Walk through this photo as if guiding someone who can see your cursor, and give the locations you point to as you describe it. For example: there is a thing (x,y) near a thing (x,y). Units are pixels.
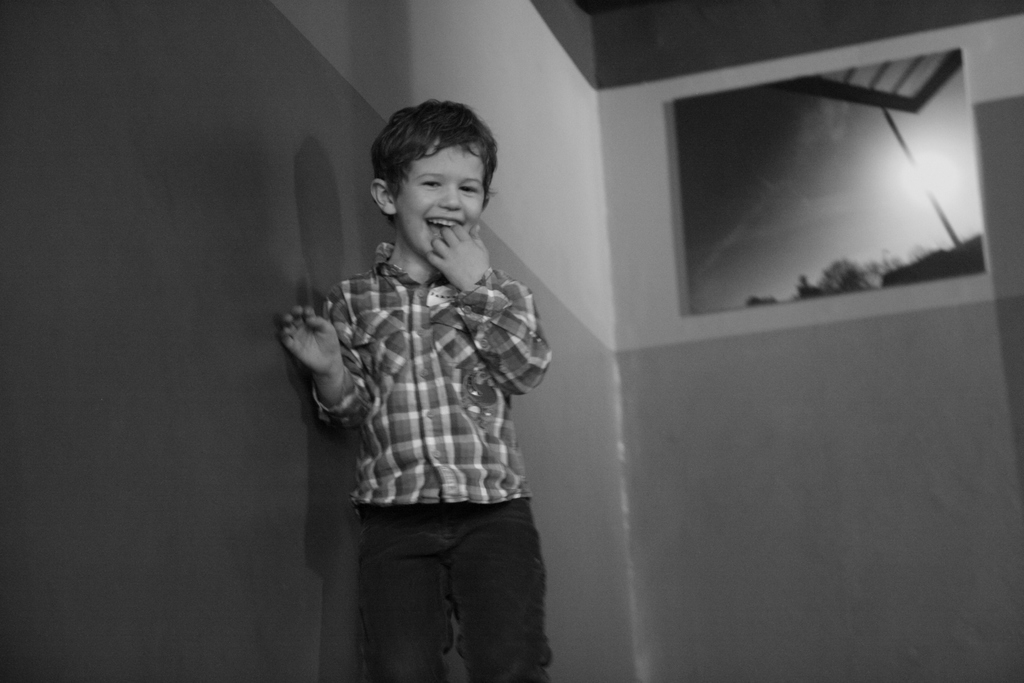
In this image I can see the black and white picture of a boy (453,370) wearing shirt (412,430) and pant (435,550) is standing. In the background (515,140) I can see the wall (572,142) and I can see few trees (850,278) and the sky (791,174) in a photograph (780,171) which is attached to the wall (773,367).
